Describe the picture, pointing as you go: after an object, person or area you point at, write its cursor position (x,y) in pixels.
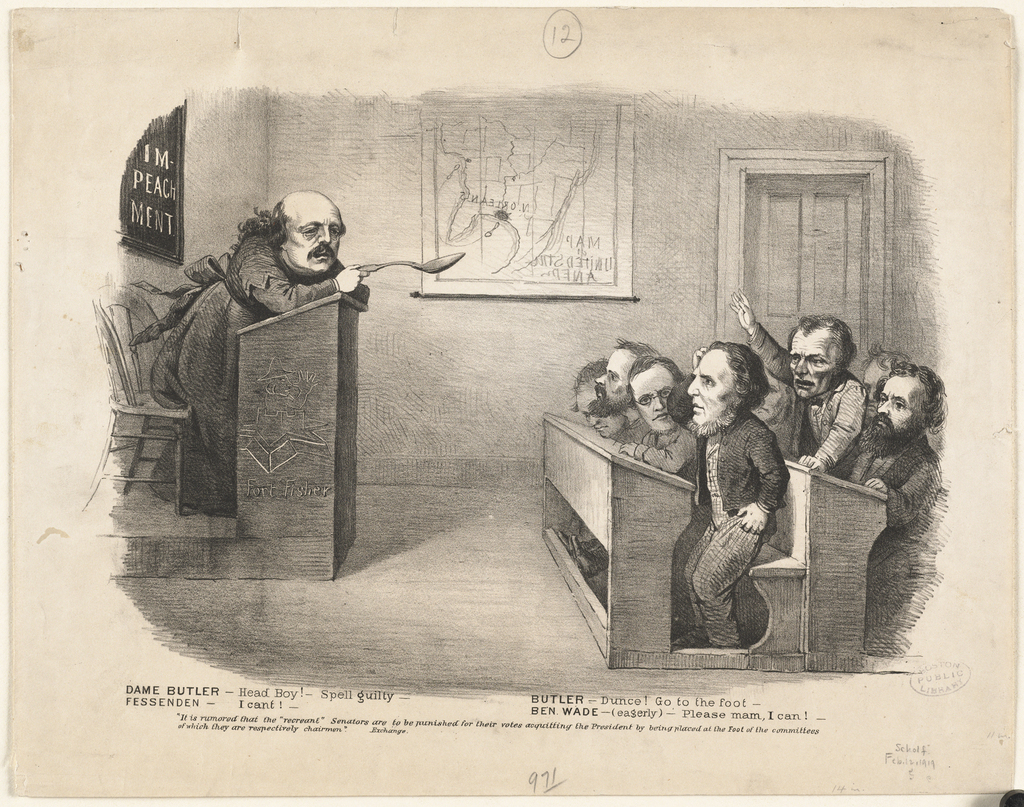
This picture is an edited picture. In this image there are group of people (904,396) sitting on the benches (641,485). On the left side of the image (211,325) there is a person (189,509) standing in front of the chair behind the table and he is holding the object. At the back (386,331) there are frames (460,198) on the wall (893,276) and there is a door (878,254). At the bottom of the image (409,724) there is a text (454,724).
